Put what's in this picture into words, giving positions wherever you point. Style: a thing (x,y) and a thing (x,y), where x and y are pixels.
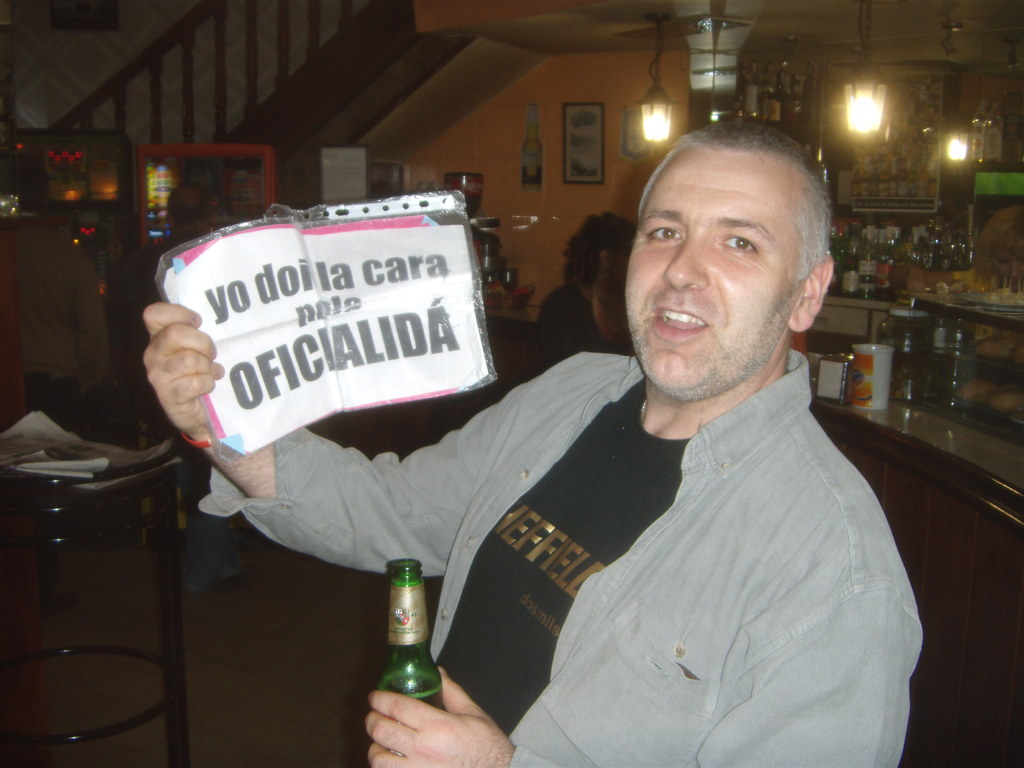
There is a man (618,490) holding a bottle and a placard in bar (879,440).
